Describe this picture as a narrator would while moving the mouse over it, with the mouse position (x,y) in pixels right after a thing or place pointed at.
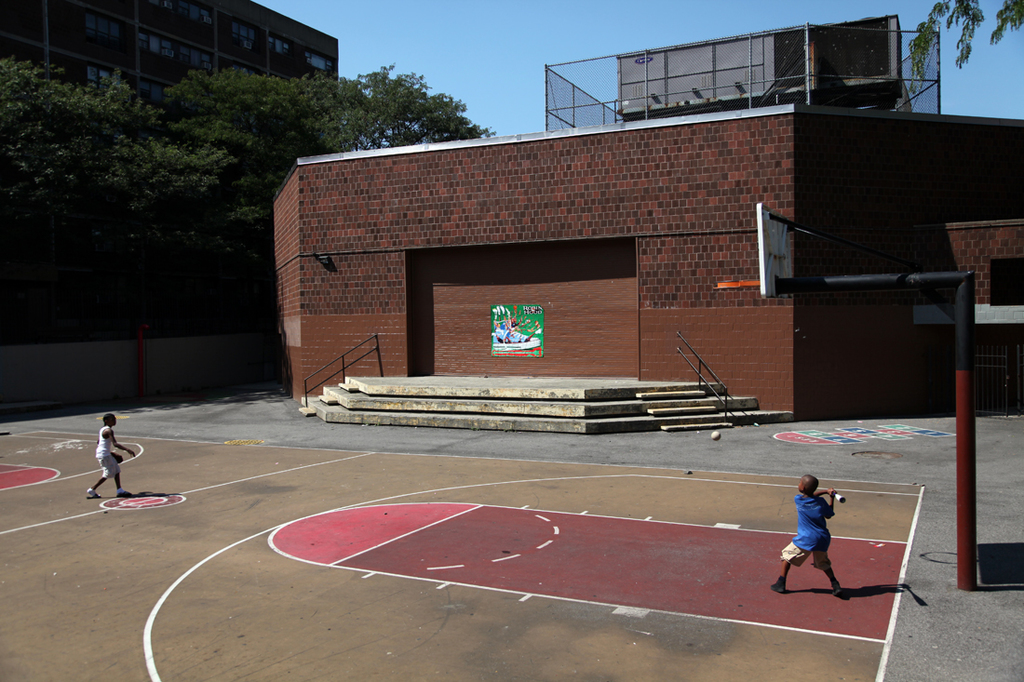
This image consists of a basketball court (257,490). In which there are two person (808,478). In the background (508,208), there is a wall (784,330). To the left (127,125), there are trees (147,120) along with the building (158,80).
